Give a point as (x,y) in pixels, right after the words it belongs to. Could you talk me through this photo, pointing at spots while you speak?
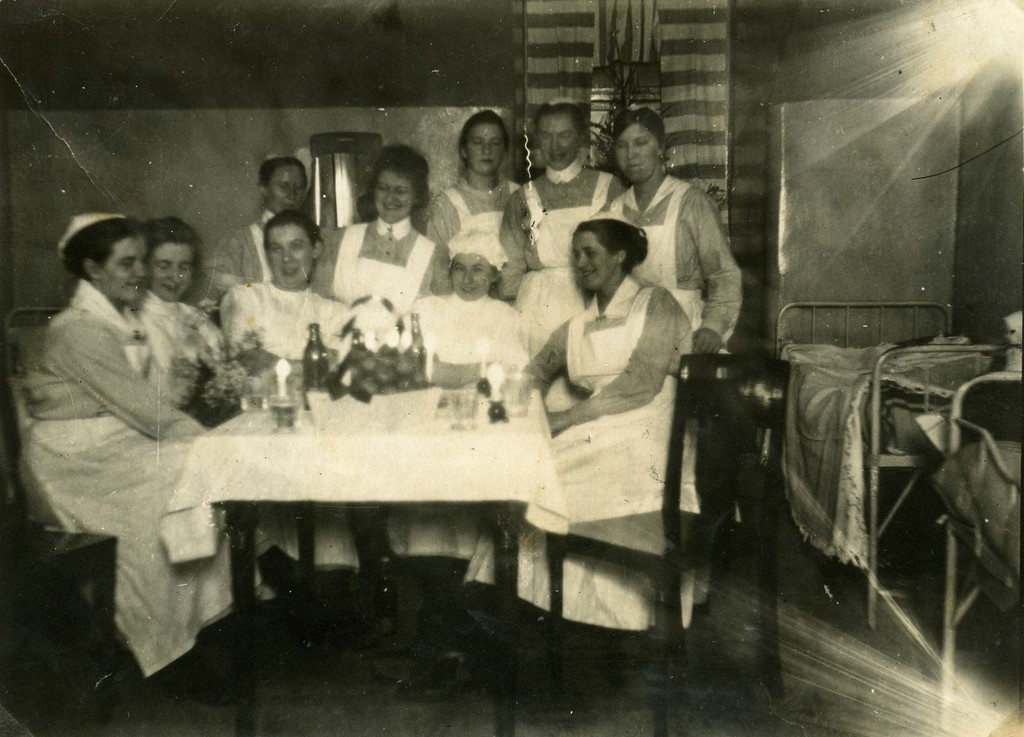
This is a black and white picture. Here we can see some persons (550,116) are sitting on the chairs (679,608). This is table (416,480). On the table (380,481) there is a cloth (405,480), bottle (352,347), and a glass (474,394). On the background (227,188) there is a wall (212,117) and this is floor (851,667).
